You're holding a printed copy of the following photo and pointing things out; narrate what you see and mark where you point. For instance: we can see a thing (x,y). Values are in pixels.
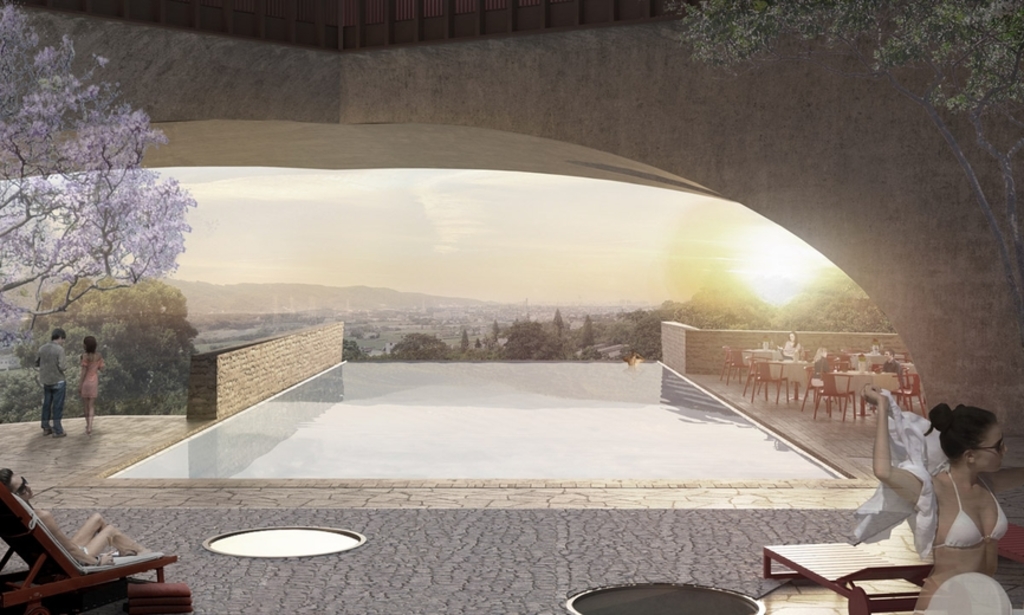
In this picture we can see group of people (909,477), few are seated and few are standing, in the middle of the image (469,385) we can see water (469,418), in the background (78,200) we can find few trees (353,341), flowers (133,201) and the sun (765,269).
